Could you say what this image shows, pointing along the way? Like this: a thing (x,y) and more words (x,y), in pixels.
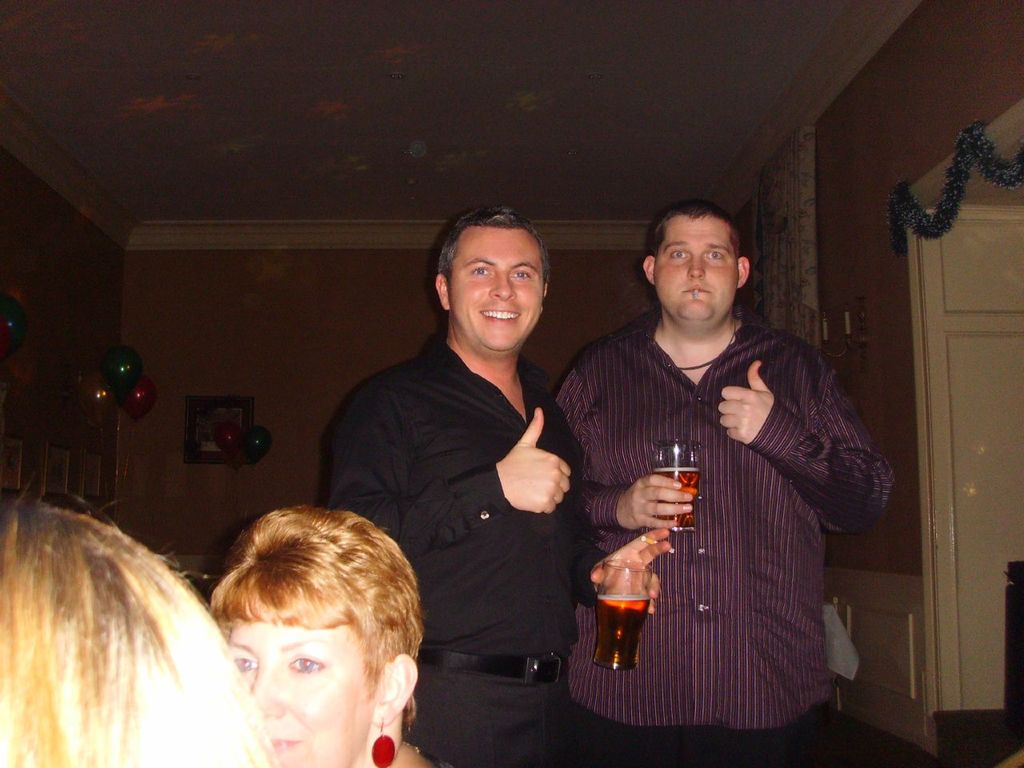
In the middle of the image (479,345) two persons (432,424) are standing and holding glasses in their hands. Behind them there is a wall (575,300). At the top of the image (498,113) there is a roof (662,113). Top right side of the image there is a door (956,668). Bottom left side of the image (327,739) two women (301,588) are sitting. Top left side of the image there are few balloons (116,362) and there is a frame (233,411) on the wall (271,389).
